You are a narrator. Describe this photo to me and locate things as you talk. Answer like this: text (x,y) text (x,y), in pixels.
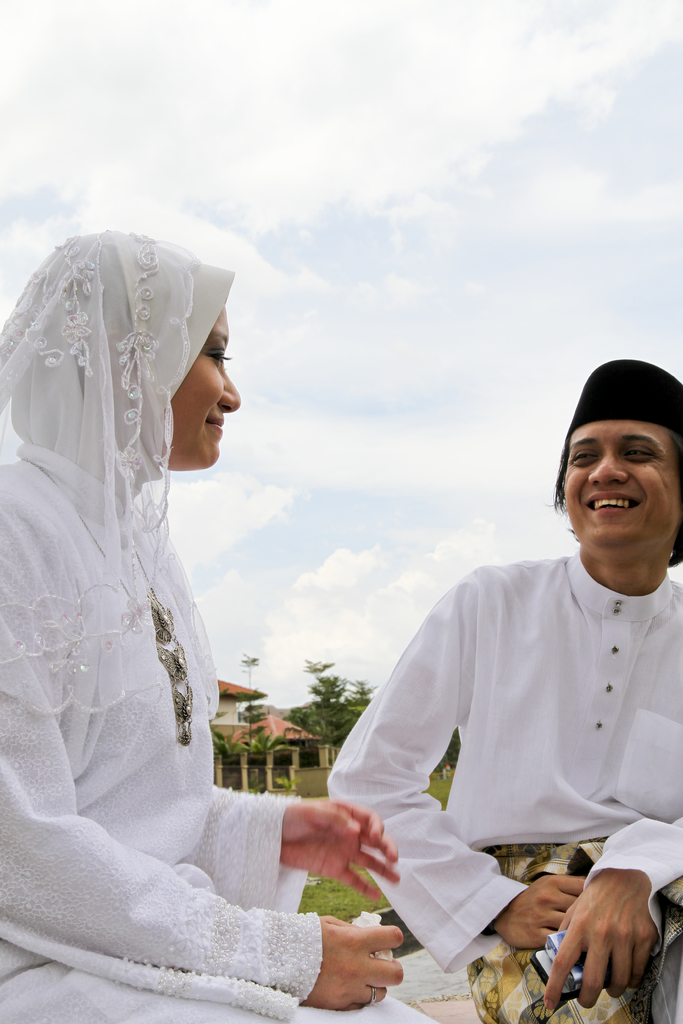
In the center of the image (444,654) we can see man (435,646) and woman (125,495) sitting. In the background (247,728) we can see house (272,732), trees (269,745), grass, sky (380,326) and clouds (268,133).
